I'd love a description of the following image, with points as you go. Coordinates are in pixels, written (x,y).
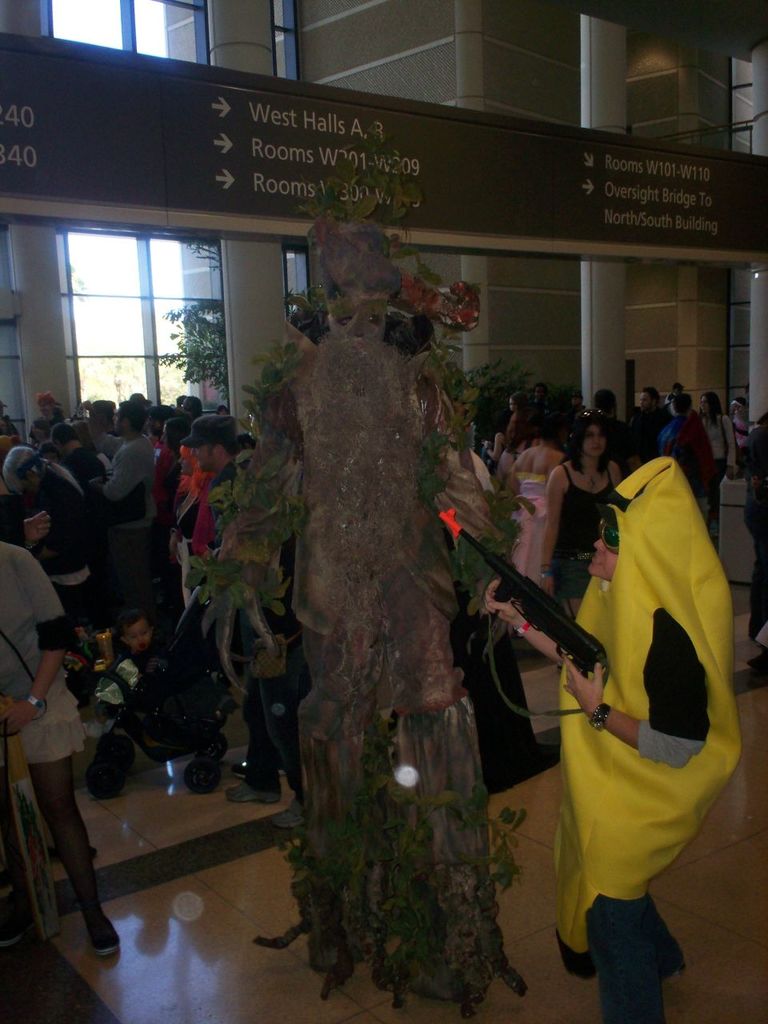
In this image we can see a person (409,630) in a tree costume (454,717). On the right side (670,827) we can see a person (613,879) holding a gun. On the left side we can see a child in a stroller (180,659) and a woman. On the backside (485,294) we can see windows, board (535,218) and the wall (551,346).
